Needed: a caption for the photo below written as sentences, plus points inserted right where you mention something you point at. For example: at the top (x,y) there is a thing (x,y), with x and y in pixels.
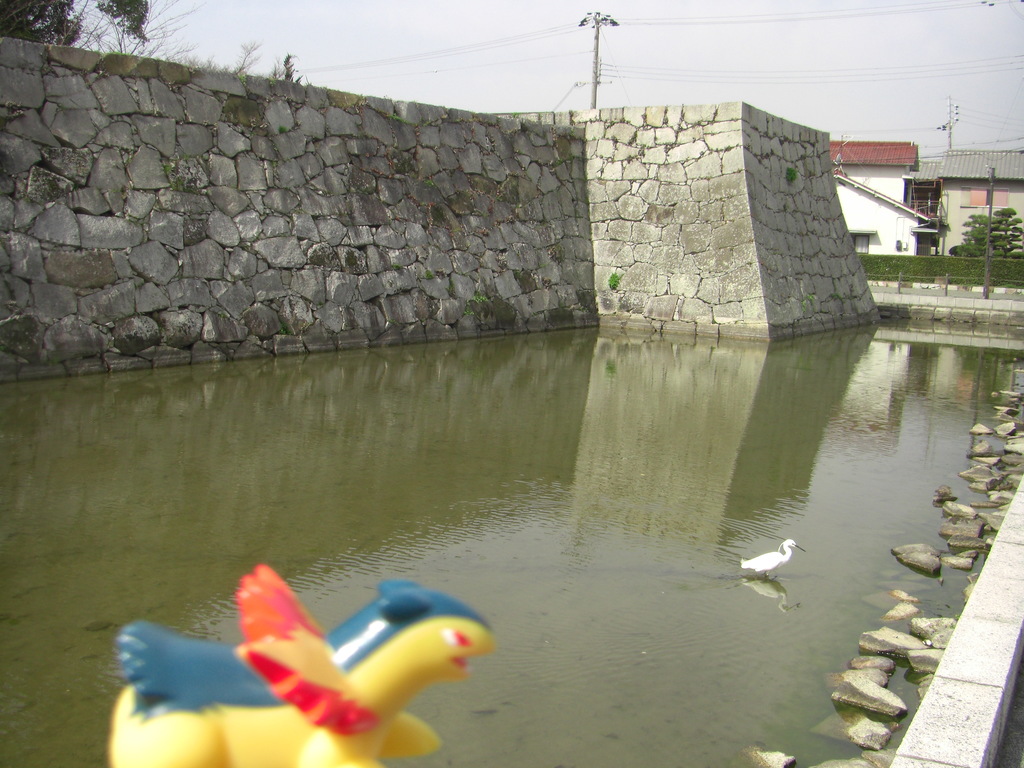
In the foreground of the image (290,636) there is a toy (408,619). There is a bird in the water (591,496). In the background of the image (422,291) there is a wall (598,263). There are houses (872,213). There are electric poles (599,50) and wires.
